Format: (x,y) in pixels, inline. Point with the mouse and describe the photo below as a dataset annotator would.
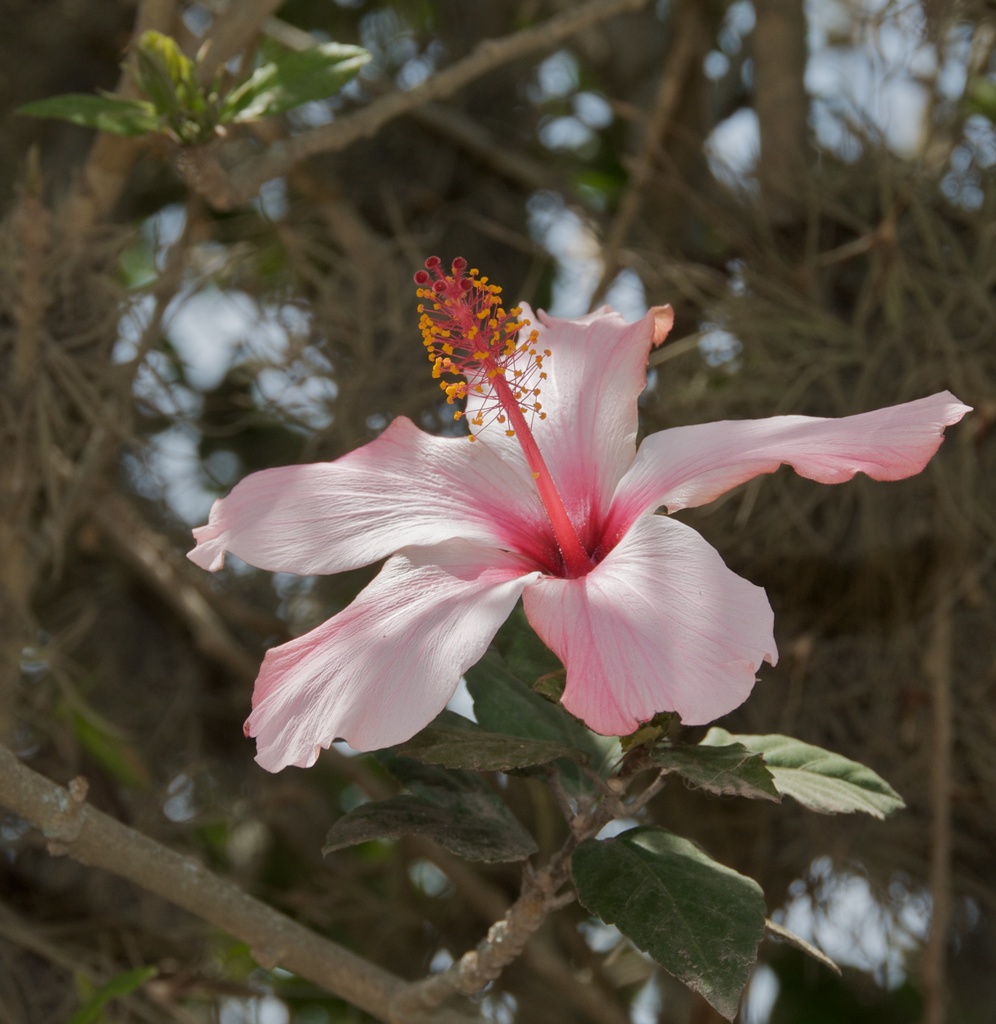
In the center of the image (497,532) there is a pink color hibiscus plant (574,604). In the background (970,174) there are trees (935,743) visible.
